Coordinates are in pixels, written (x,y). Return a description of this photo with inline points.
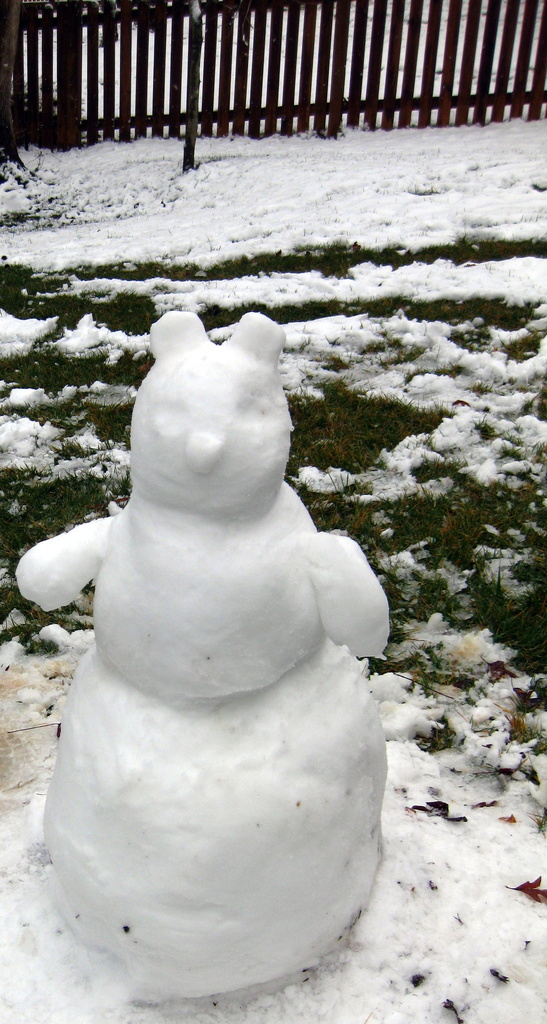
In this image I can see a snow doll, background (451,427) I can see the grass (328,419) covered with snow (351,347) and I can also see the fencing (327,76).
